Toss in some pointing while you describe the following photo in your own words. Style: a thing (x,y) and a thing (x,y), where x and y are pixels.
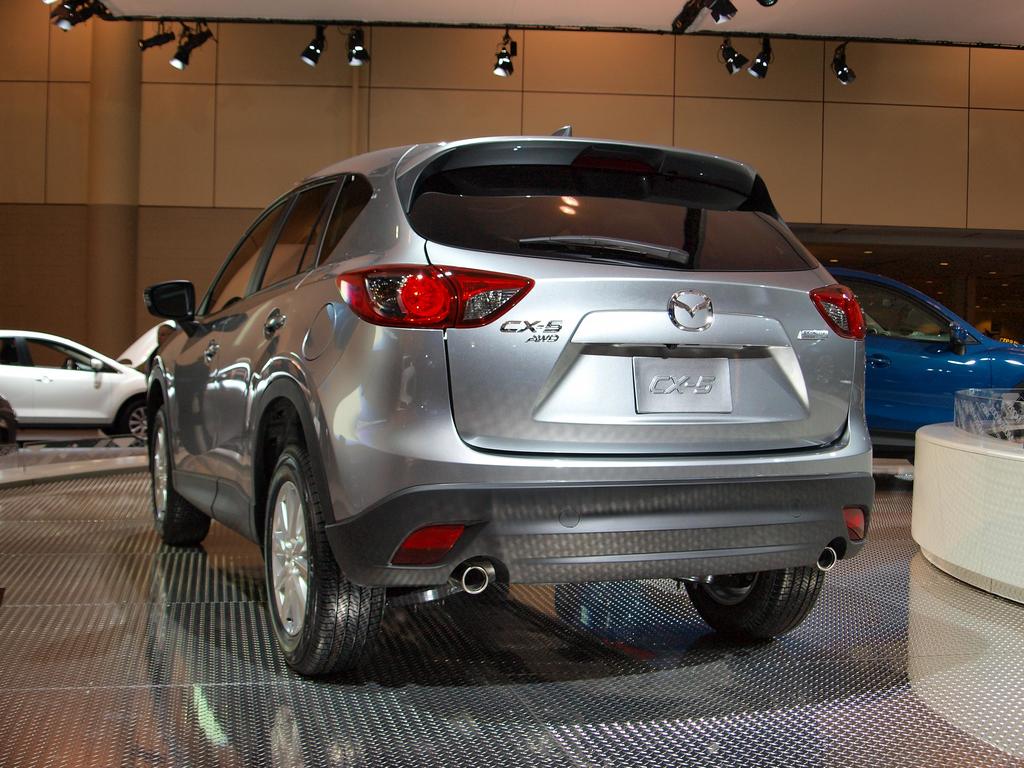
This image is taken indoors. At the bottom of the image (147,659) there is a floor (657,699). At the top of the image (762,13) there is a ceiling (483,2) and there are a few lights (200,29). In the background (652,134) there is a wall (957,173) and a few cars (84,398) are parked on the floor (982,642). In the middle of the image (501,345) a car (578,494) is parked on the floor (515,598).
